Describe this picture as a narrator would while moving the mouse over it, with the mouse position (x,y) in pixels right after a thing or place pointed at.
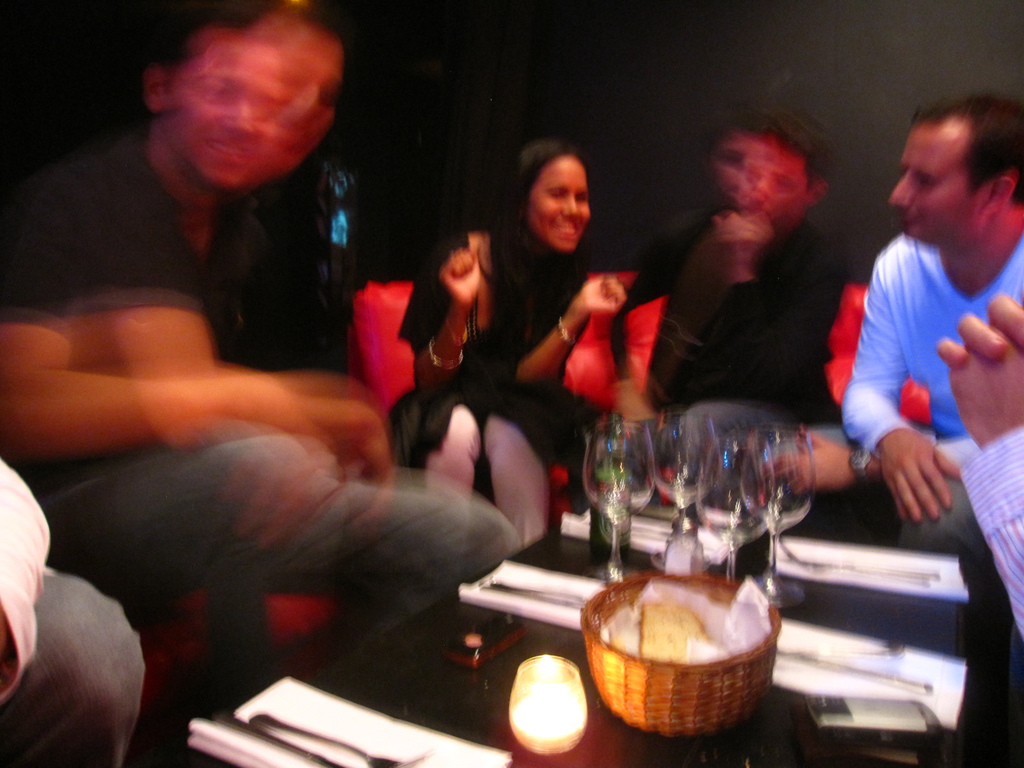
There are few people (278,409) sitting on the couch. This is a table (489,674) with a basket (710,681), napkins (495,749), forks (895,681), wine glasses (766,482) and few other things (834,705) on it. This picture looks blurry.
